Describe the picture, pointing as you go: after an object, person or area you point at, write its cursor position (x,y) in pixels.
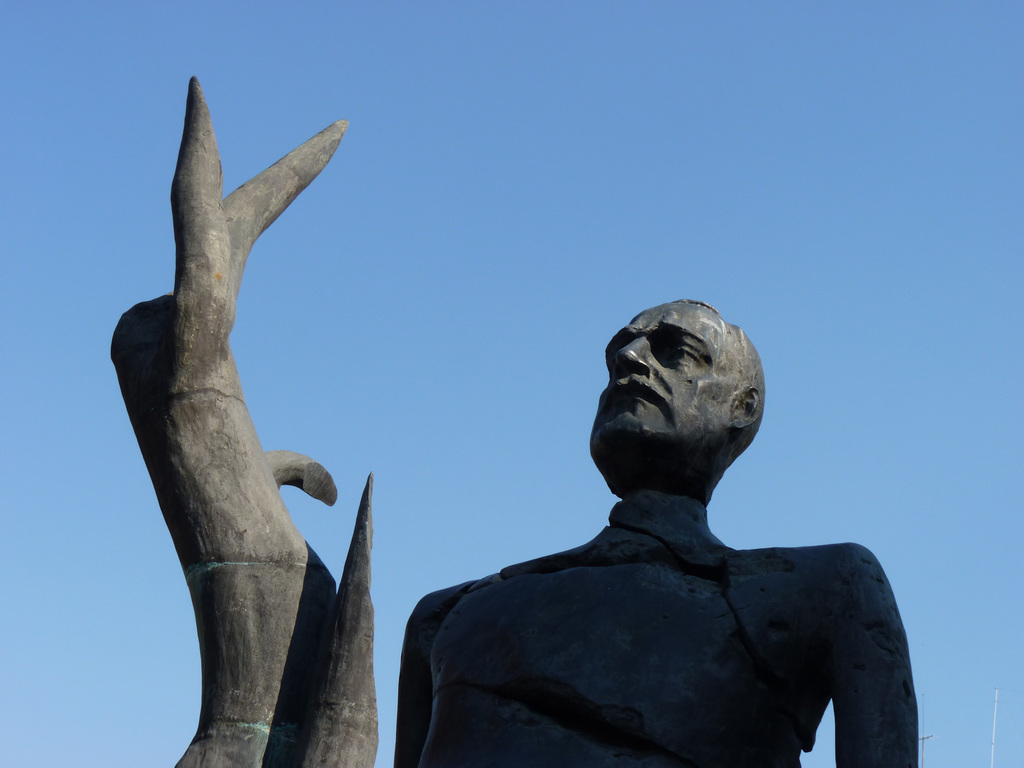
In front of the image there is a statue of a person (610,574) and also there is an object (213,530). Behind the statue (890,630) there is sky (893,389).
